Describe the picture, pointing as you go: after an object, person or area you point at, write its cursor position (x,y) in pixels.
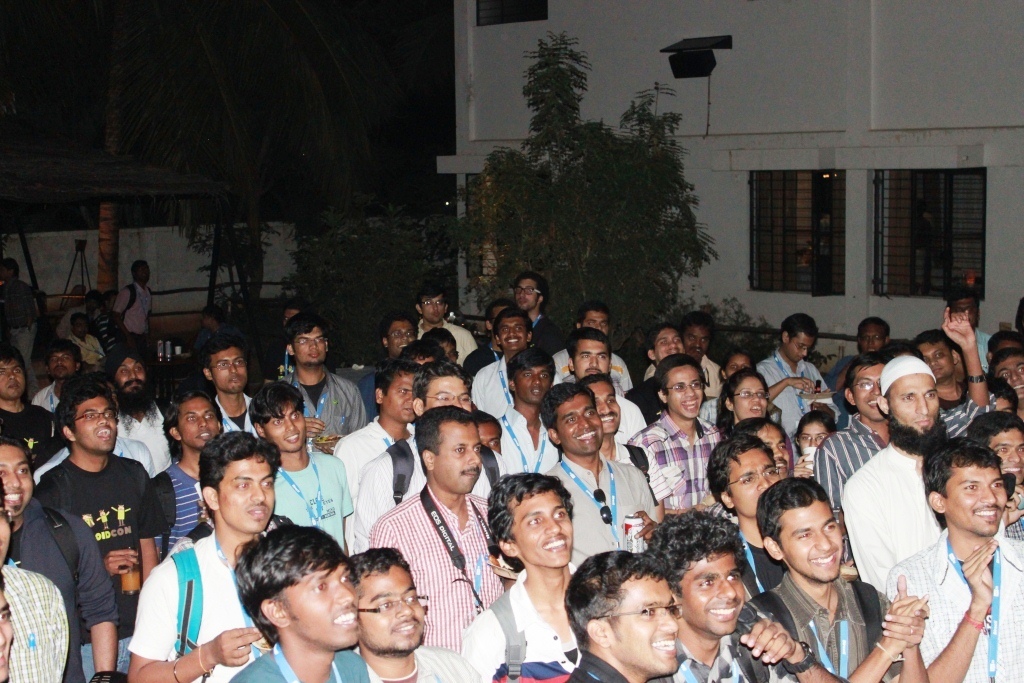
In this image we can see so many people (459,477) are standing and smiling, behind them trees (306,235) are there. Right side of the image (863,107) one building (850,147) is there.
